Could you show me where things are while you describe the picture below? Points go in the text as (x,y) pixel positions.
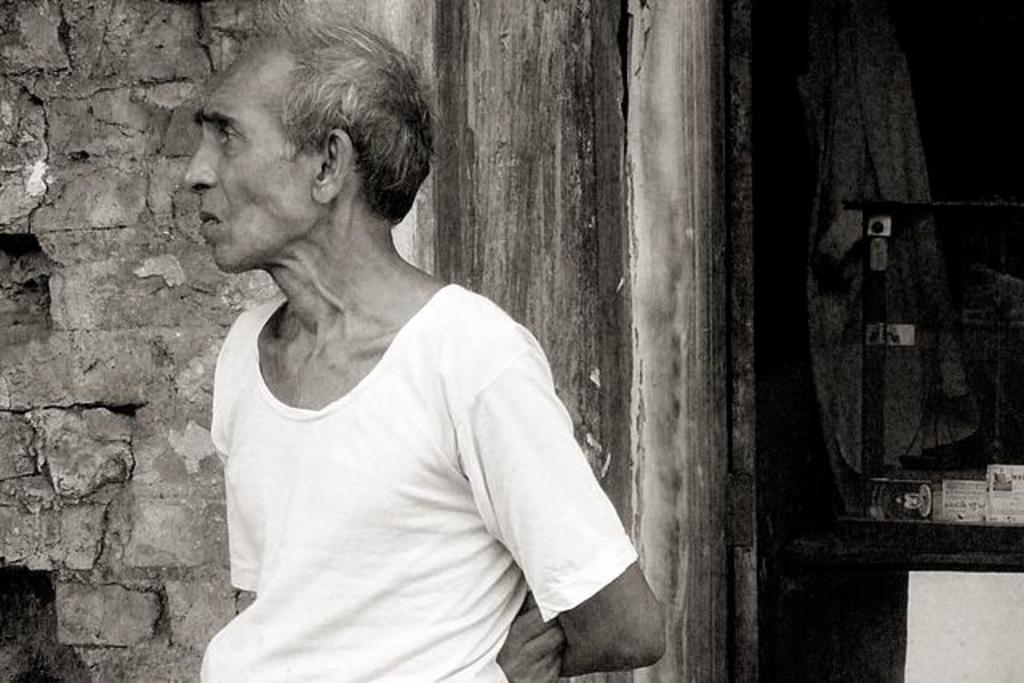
This is a black and white image. In this image there is a person (431,511) standing. In the background (143,441) there is a wall (100,480) with bricks (135,429) and on the right side (836,448) there are some objects (928,506) and a shirt (841,219) is hanging to the wall (149,456).
